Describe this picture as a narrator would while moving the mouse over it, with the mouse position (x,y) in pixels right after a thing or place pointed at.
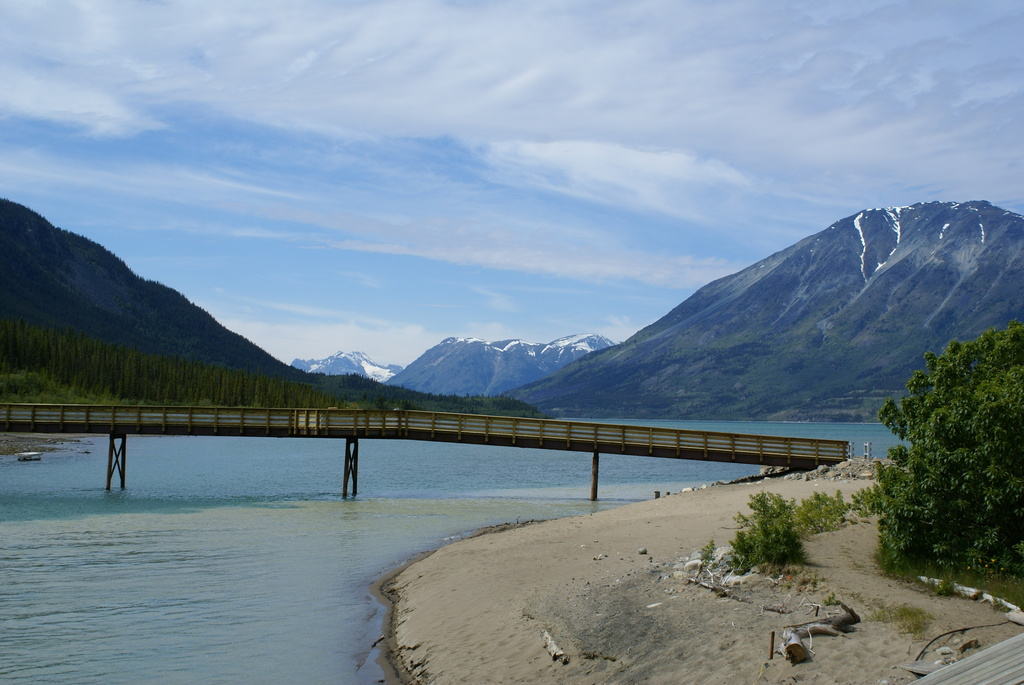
In this picture there is a bridge (502,437) in the center of the image (412,435) on the water (400,450) and there is greenery (894,470) in the image and there are mountains (785,300) in the background area of the image (595,403).
